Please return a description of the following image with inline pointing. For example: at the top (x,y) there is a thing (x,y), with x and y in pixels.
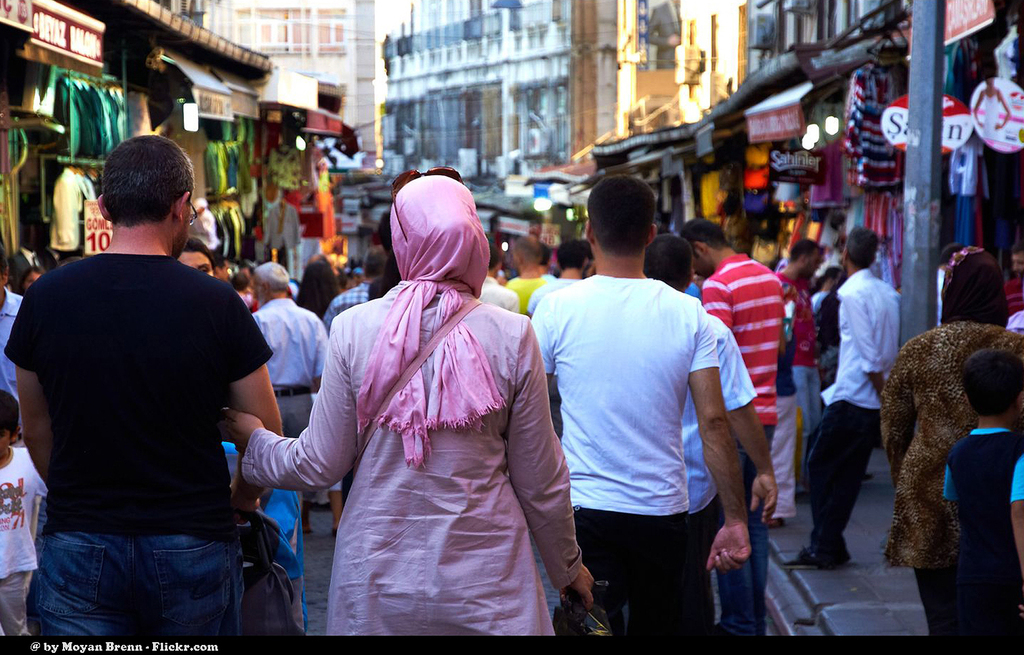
This is an outside view. In this image I can see a crowd of people (579,309) walking on the road (313,581) towards the back side (144,414). On both sides of the road (314,512) there are many stalls (899,185). On the right side (919,257) there is a pole (933,169). In the background (337,15) there are few buildings (335,35). In the bottom left-hand corner (78,645) there is some text (140,648).
